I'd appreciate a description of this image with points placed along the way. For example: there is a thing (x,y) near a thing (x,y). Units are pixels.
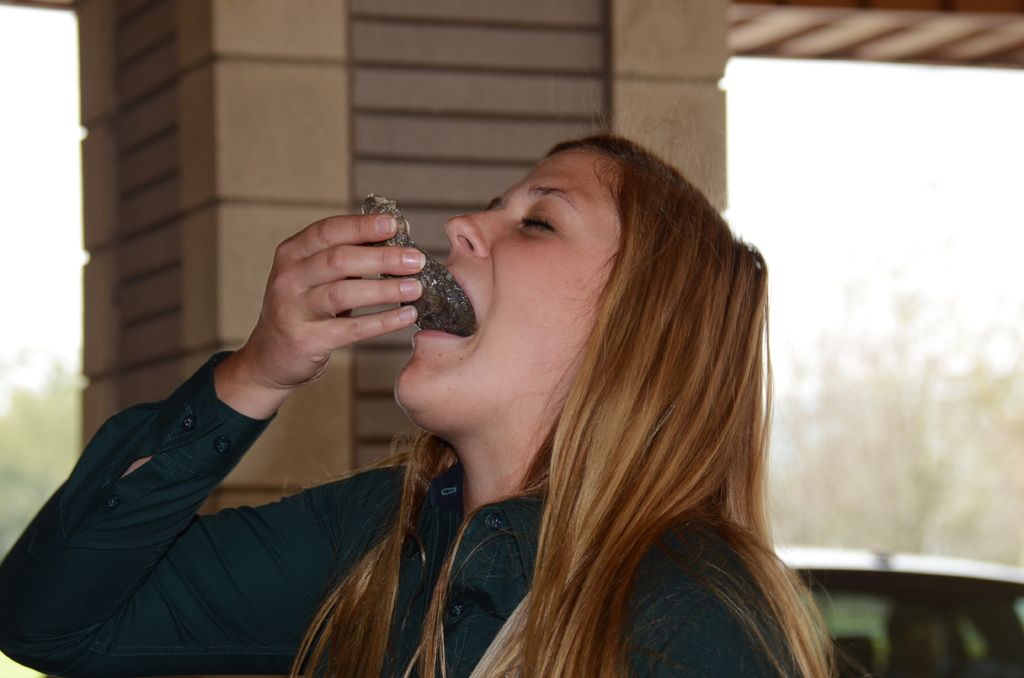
In this image we can see a person (292,257) standing and eating a food item (444,316). And we can see a pillar (281,99) and blur background (865,413).
